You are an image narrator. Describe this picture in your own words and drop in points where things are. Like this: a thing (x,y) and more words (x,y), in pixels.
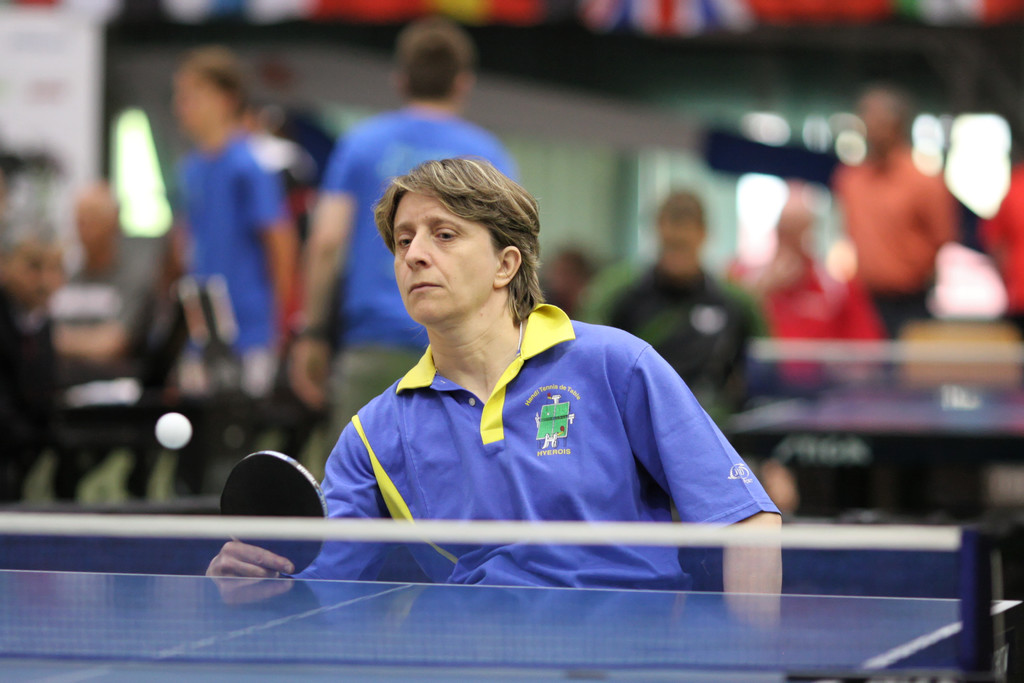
In this image there are group of people (751,298) in the background of the image (264,164), and in the middle of the image (498,395) there is one person (469,393) and this person (424,504) is holding a paddle (264,506) in front of her there is one table (405,605). This person (491,474) is wearing a blue shirt (470,480).
